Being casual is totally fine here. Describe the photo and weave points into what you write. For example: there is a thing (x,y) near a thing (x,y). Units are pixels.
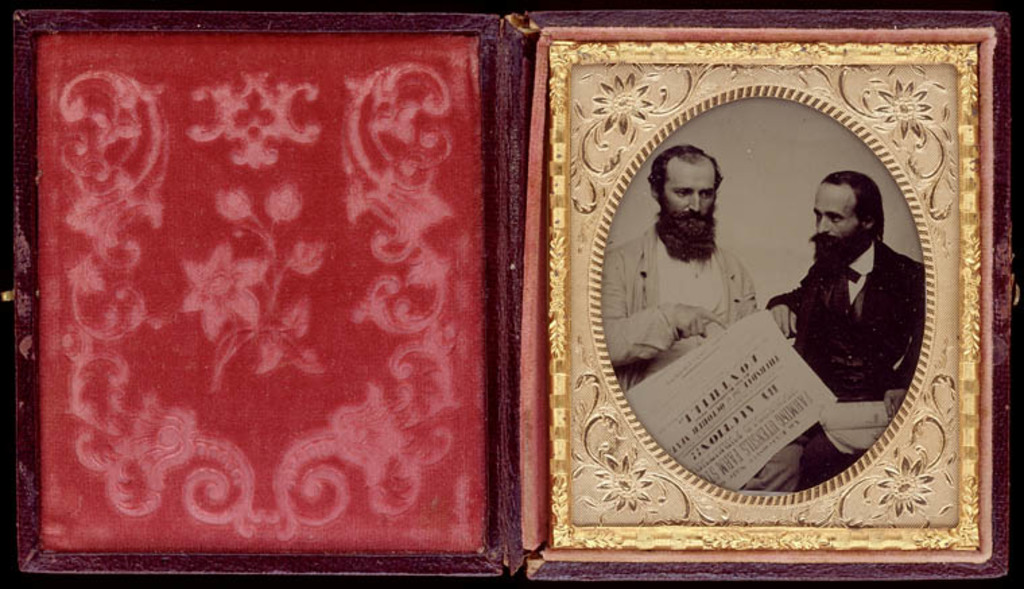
In this image there is one photo frame (511,324).
